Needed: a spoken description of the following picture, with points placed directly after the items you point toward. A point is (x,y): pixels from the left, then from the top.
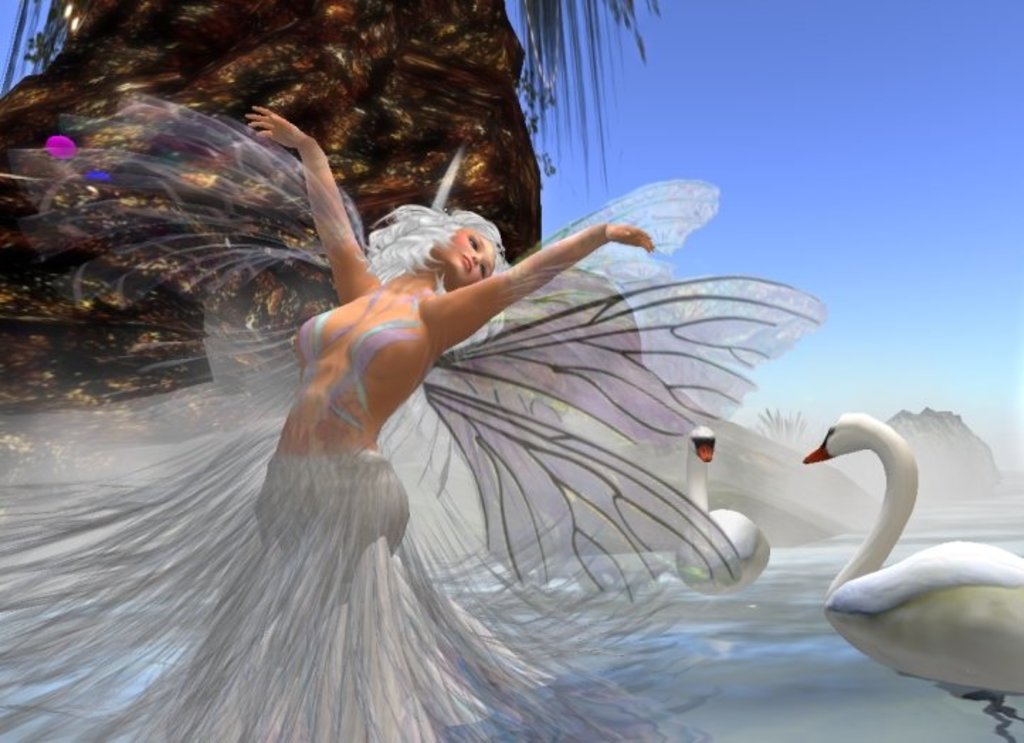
In this picture we can see two birds (912,668), a person (359,292) with wings (473,472), a tree trunk (455,114), some leaves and the sky (720,45).
